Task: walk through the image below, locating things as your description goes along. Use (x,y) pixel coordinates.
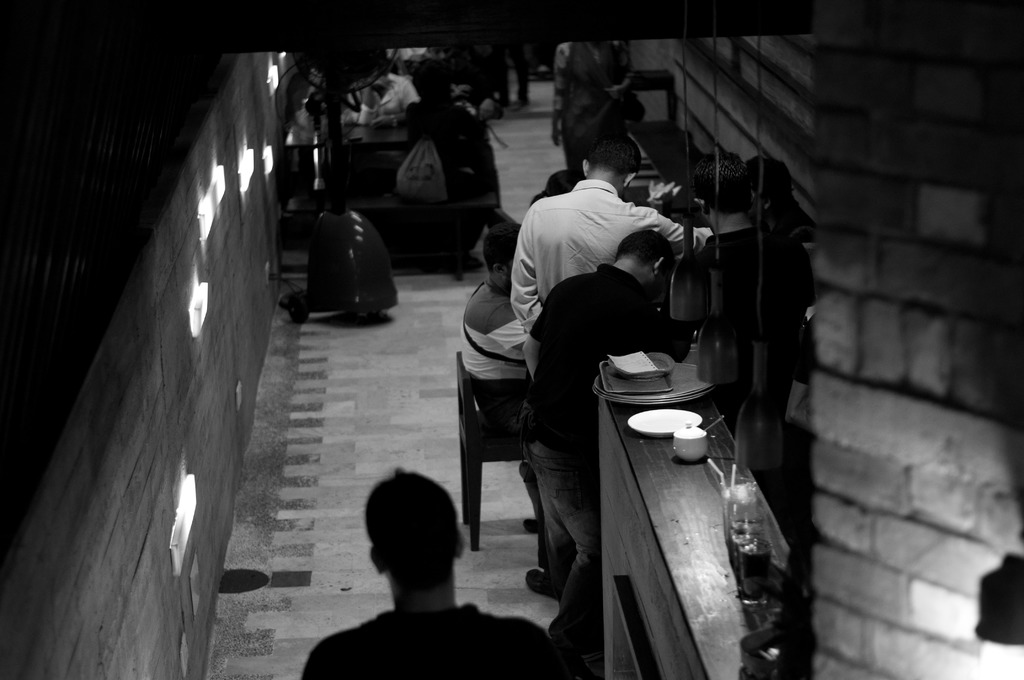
In this image there are a few people (701,245) sitting and standing, in front of them there are a few tables (352,124) arranged, there is an object (315,104) placed on the path (412,308). On the right (784,95) and left side of the image (239,150) there is a wall (246,123) and there is like a wooden wall (657,523) on which there are plates (672,419), glasses (750,557) and a few other objects (693,444), there are a few lamps (709,366) hanging.
